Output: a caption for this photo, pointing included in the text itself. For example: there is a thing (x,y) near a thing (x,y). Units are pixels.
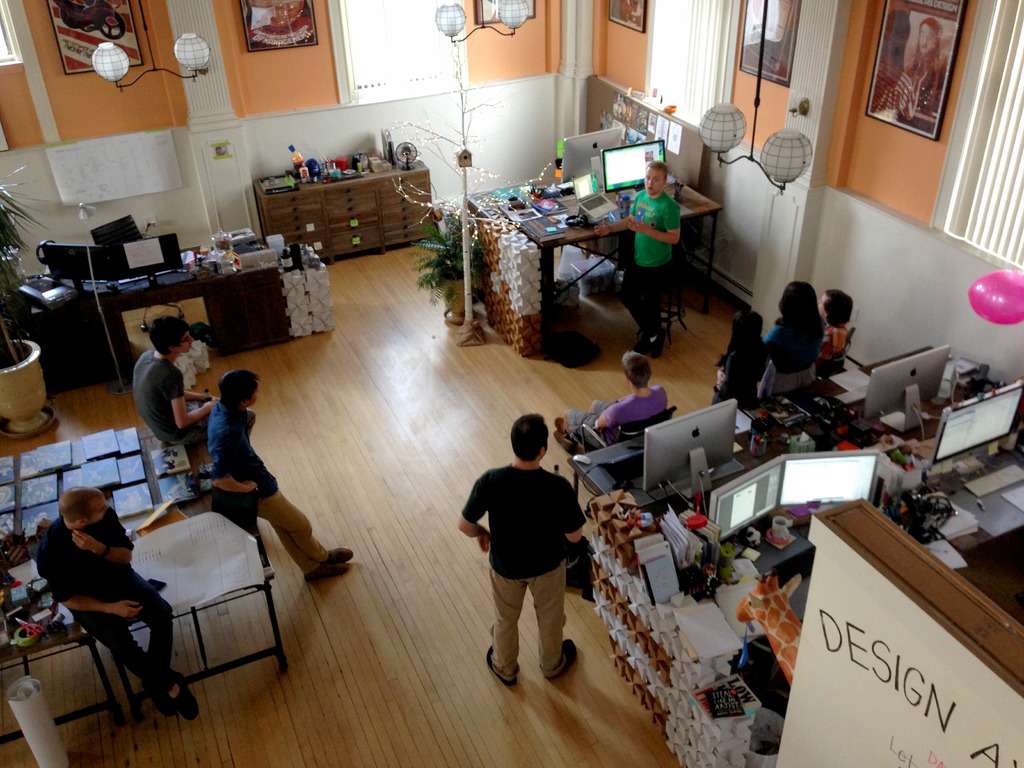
In this picture we can see some persons (495,590) are standing on the floor (376,540). These are the tables (284,334). On the table (589,460) there are monitors (880,390), and books (124,484). This is floor (365,438). And there is a cupboard (339,188). On the background (821,267) there is a wall (779,122) and these are the frames (75,22).
